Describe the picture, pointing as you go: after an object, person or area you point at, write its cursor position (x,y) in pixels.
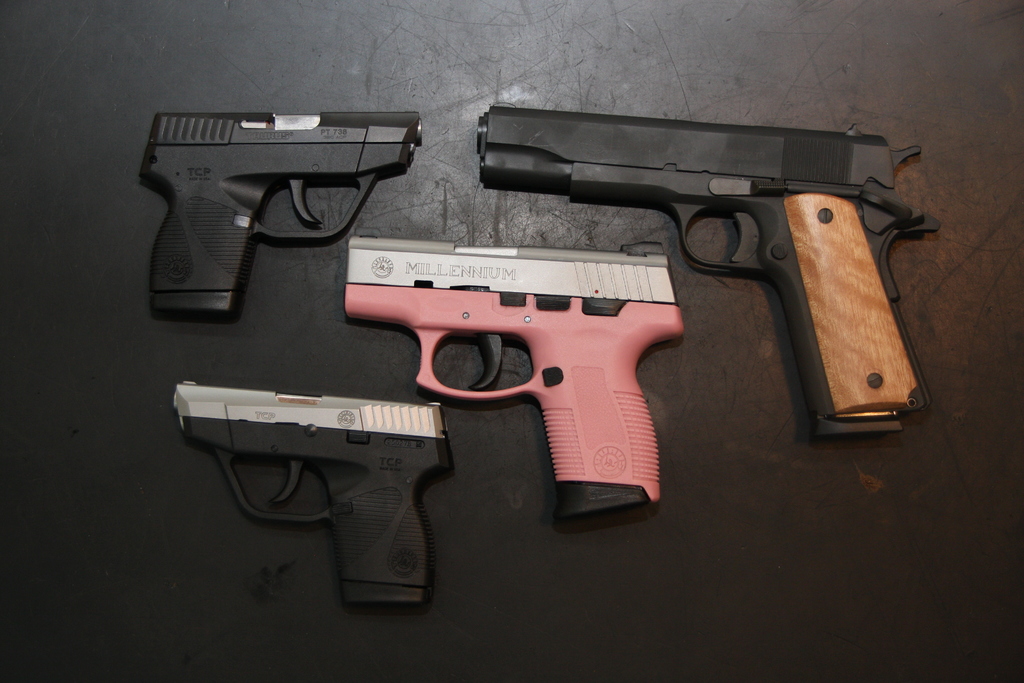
In this image we can see many pistols (510,283) placed on the floor (867,523).
